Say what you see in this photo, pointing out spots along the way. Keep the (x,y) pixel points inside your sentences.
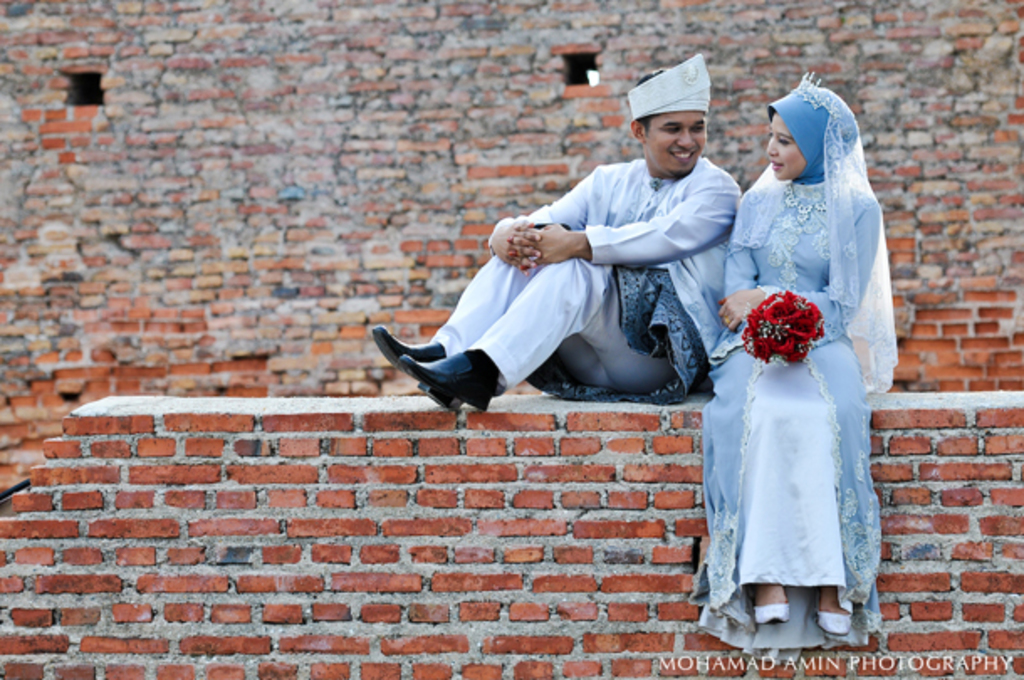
In this image we can see a man (661,245) and a woman (738,274) sitting on the brick wall (702,493). In the background (988,282) there is a brick wall (921,271) and in the bottom right corner (788,665) there is text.
